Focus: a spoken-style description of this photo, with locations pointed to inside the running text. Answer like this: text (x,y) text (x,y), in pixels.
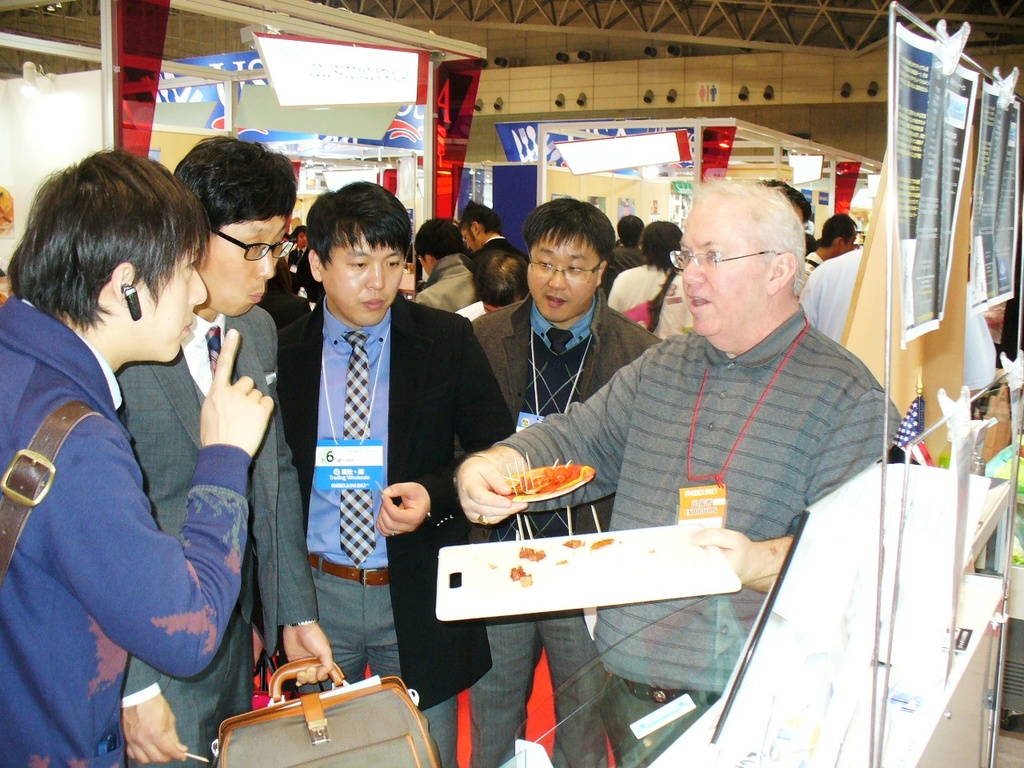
In the picture I can see a person (757,447) wearing grey color T-shirt (757,447), identity card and spectacles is holding the tray (600,605) and some plate (539,488) in his hands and he is on the right side of the image (715,359). Here I can see a few more people (350,424) standing, here I can see posters (923,185) are hanged to the stand (888,161) using poles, I can see people (445,293) walking on the floor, I can see boards (525,182), banners (337,50), stalls (579,126) and lights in the background (298,145).
